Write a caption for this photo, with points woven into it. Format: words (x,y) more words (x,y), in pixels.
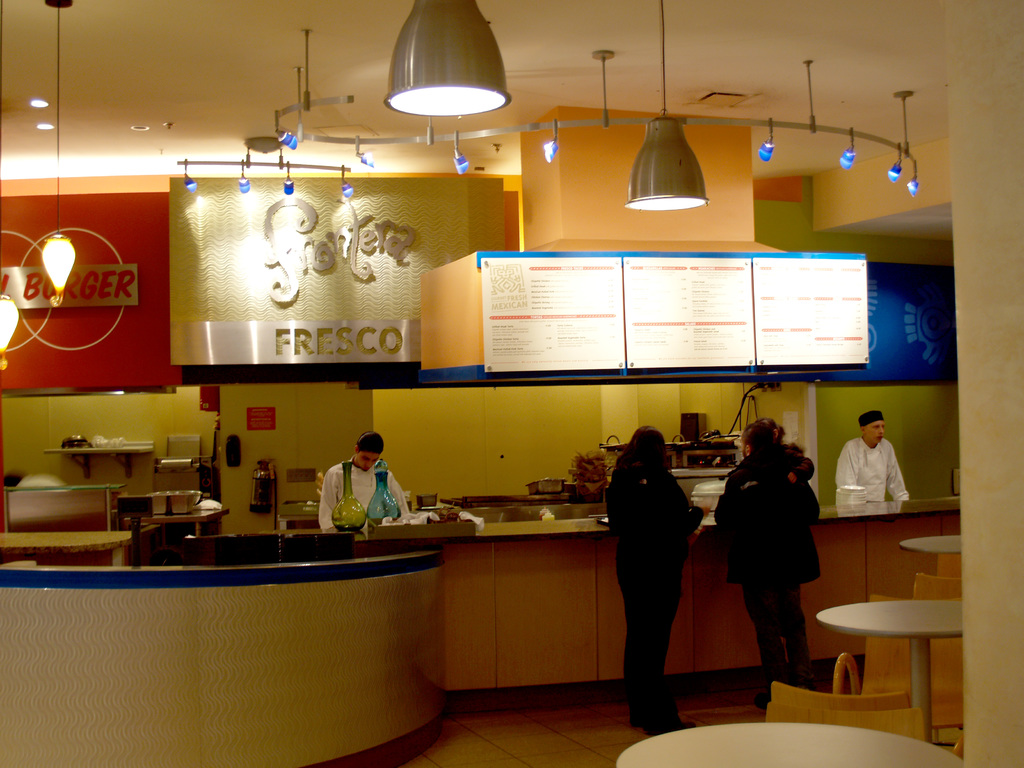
This image seems to be clicked in a restaurant (1014,270), there are two women (636,671) standing in the front of table (429,565) and behind them there are two chefs (855,453) standing and there are lights (459,105) over the ceiling (345,161) with menu board (505,283) behind it on the wall (787,215), on the right side (933,546) there are tables (886,630) and chairs (903,719).
